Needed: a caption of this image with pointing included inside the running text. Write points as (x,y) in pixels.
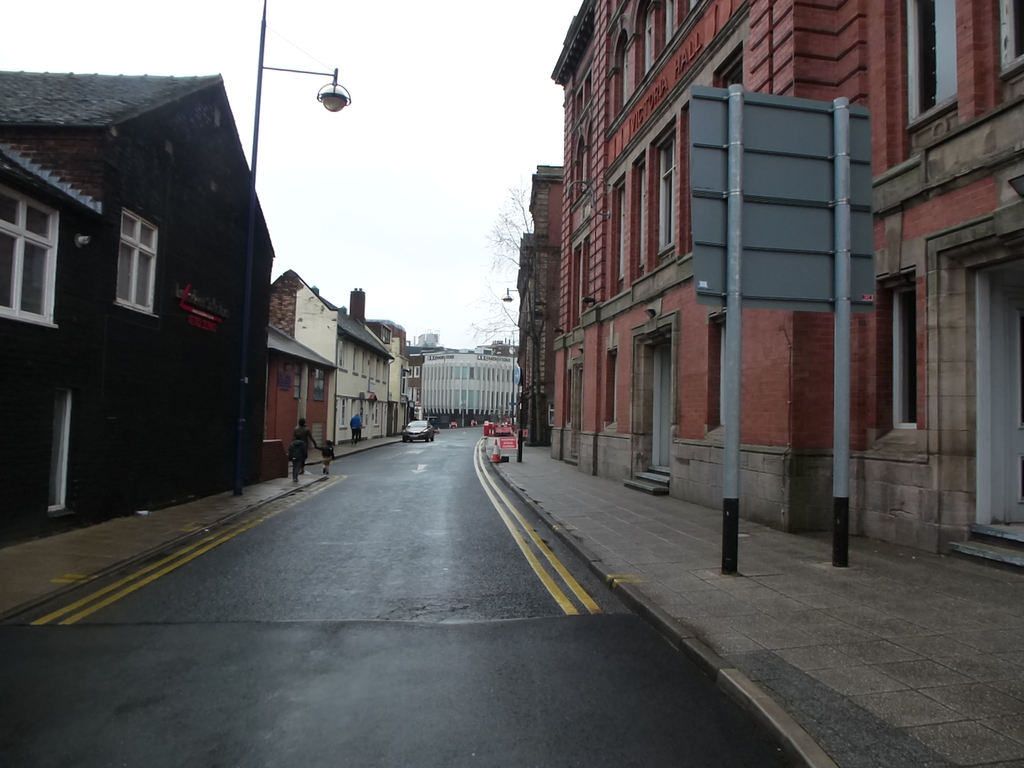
In this picture there is a man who is wearing black jacket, jeans (291,477) and shoes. Beside him I can see a boy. Both of them were walking on the street (392,485). On the right (803,401) and left side (105,462) I can see many buildings (643,376). In the back (405,438) there is a car (422,431) which is parked on the road (454,496). Beside the road (506,500) I can see the sign boards (822,296), advertisement board (782,283) and street lights (508,302). In the background (516,226) I can see poles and some trees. At the top (424,45) I can see the sky (432,177).
